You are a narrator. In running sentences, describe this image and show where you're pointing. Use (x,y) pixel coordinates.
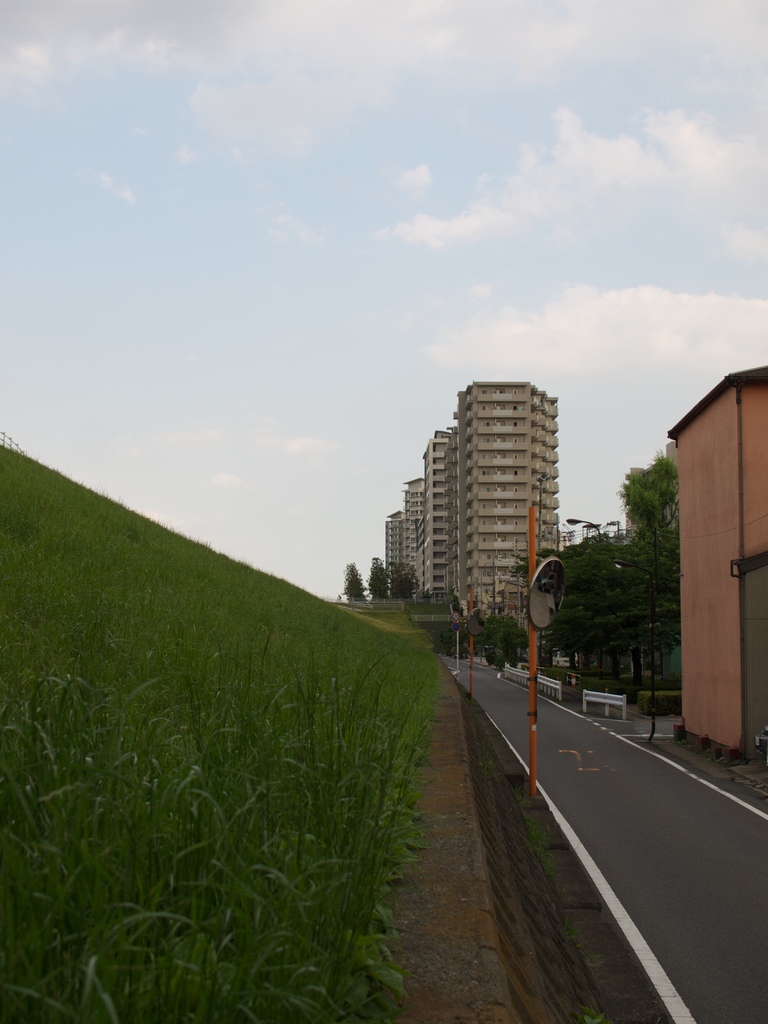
As we can see in the image, on the right side (713,626) there are building (523,551), trees (603,584), road (661,780). On the left side (229,560) there is grass (201,545). On the top (342,160) there is sky (294,161).
